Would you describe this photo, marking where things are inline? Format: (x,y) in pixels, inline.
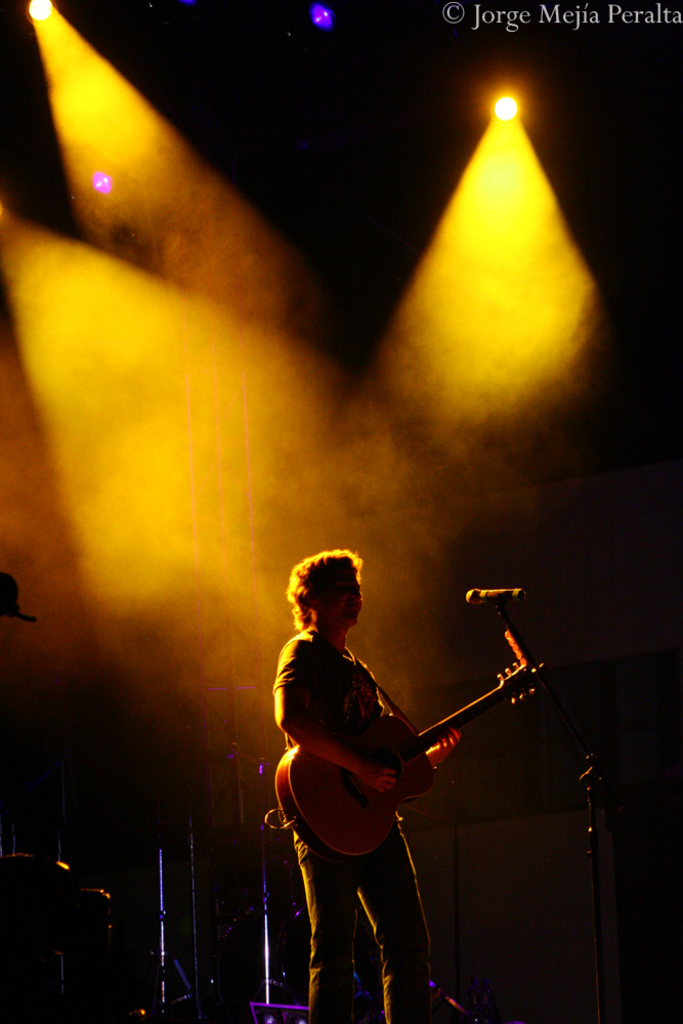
In this picture I can observe a person (300,678) standing, holding a guitar (369,821). In front of the person (324,674) I can observe mic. In the top of the picture (106,135) I can observe yellow color lights (53,290). The background (406,110) is dark.
